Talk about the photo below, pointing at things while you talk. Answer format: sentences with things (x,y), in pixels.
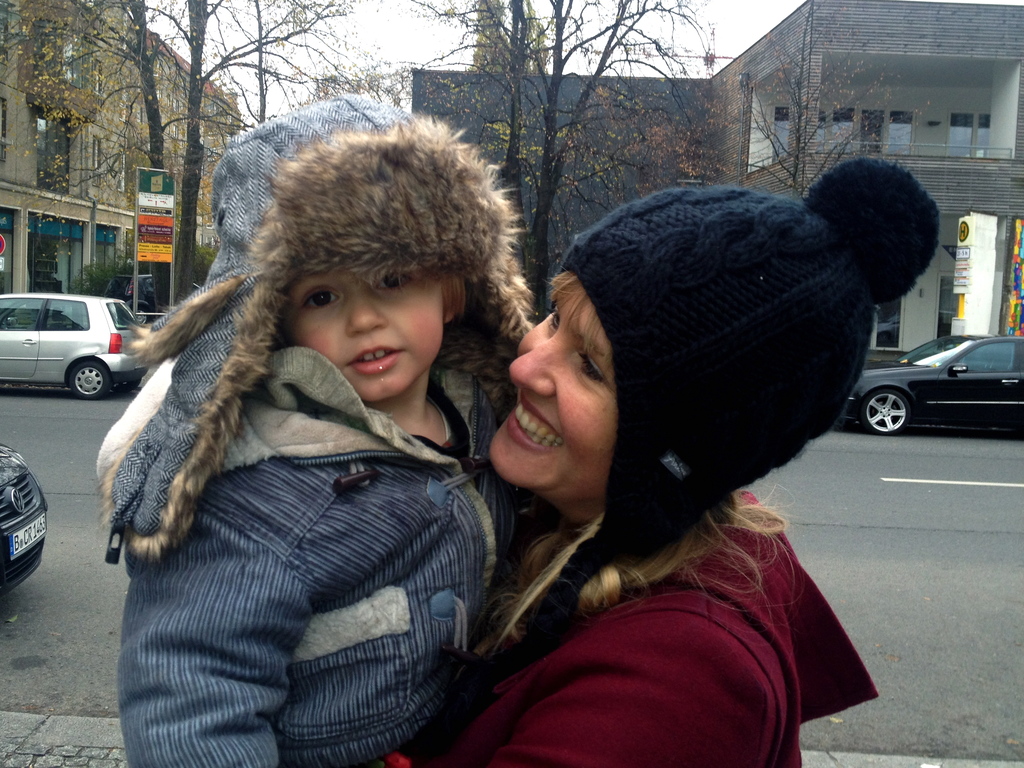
This is the woman (650,703) standing and smiling. She is holding a kid (336,590) in her hands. This kid (310,573) wore a jerkin (323,573). I can see the cars (37,487) on the road (907,448). These are the trees (203,80). I think these are the boards (157,211) attached to the poles (137,232). These are the buildings (533,118) with glass doors (894,120) and windows (37,177).
